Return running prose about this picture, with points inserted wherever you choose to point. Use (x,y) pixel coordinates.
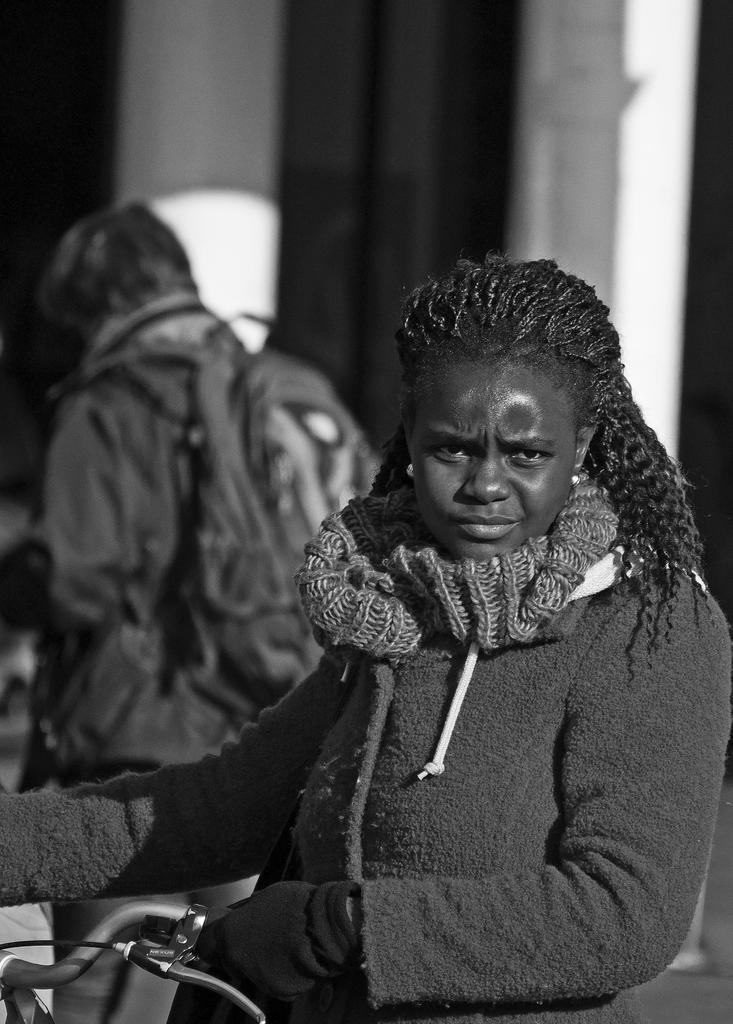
This is a black and white image. In this image we can see a woman (414,663) standing and holding the bicycle (124,909). In the background (253,379) there is a person (53,709).
